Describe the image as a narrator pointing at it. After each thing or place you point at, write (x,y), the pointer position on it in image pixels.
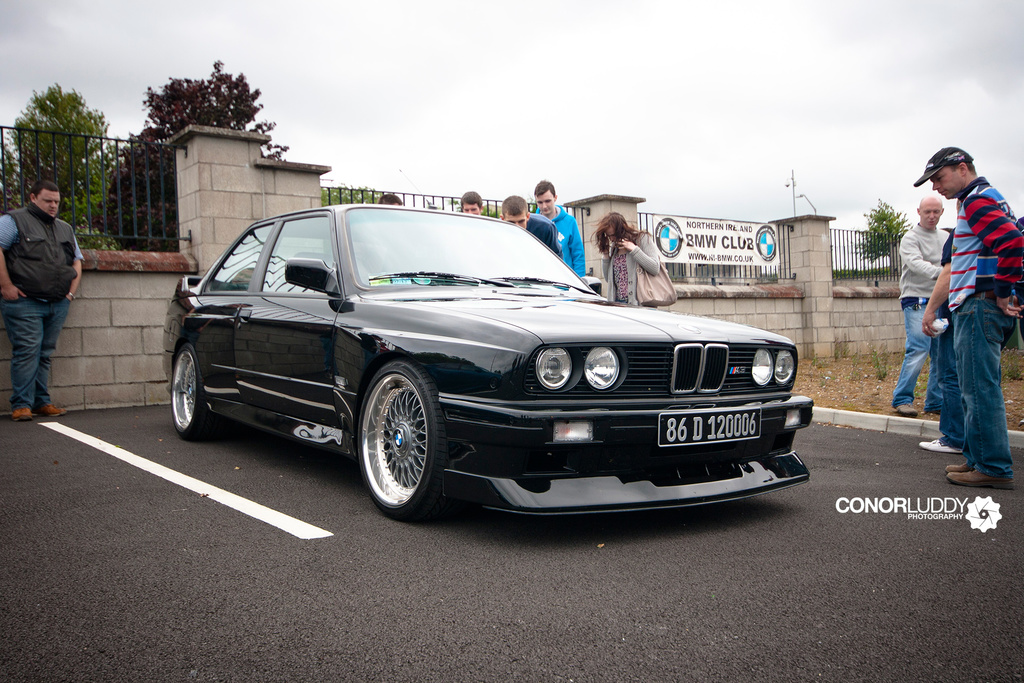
In this picture we can see a car (552,300) on the road (731,617), wall top fencing (782,255), banner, bag (670,301), trees (252,111) and a group of people (931,248) standing and in the background (774,214) we can see the sky (548,104) with clouds (547,46).
